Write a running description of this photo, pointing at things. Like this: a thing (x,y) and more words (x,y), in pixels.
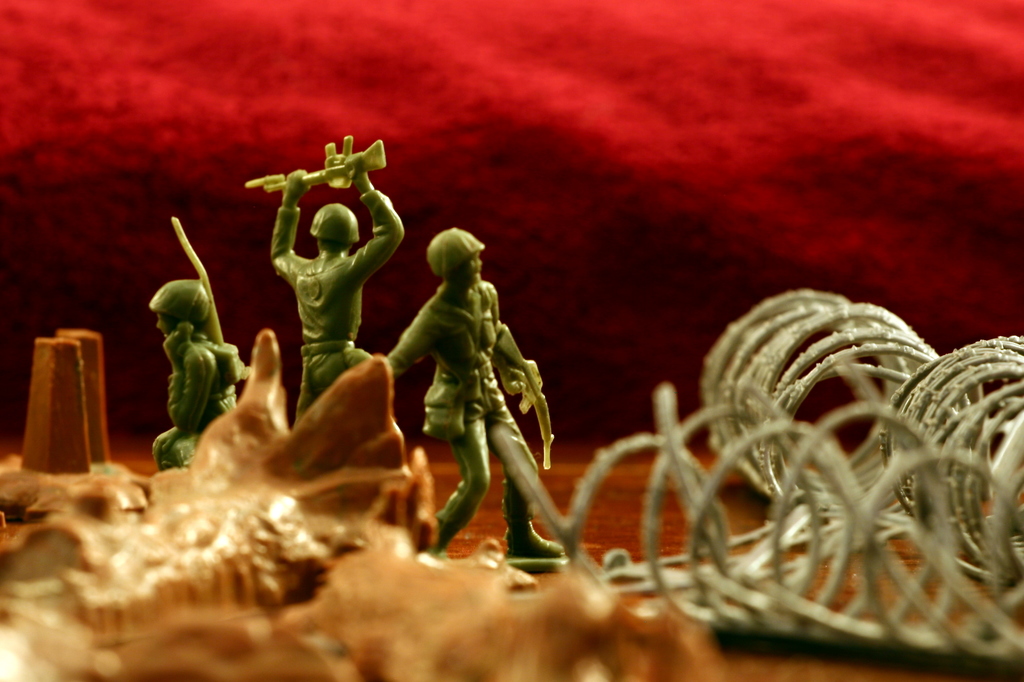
In this picture, we can see a few toys (443,421), and we can see the ground (909,567), and some object (377,498) on the bottom left side of the picture (189,519), we can see red color background (7,76).
